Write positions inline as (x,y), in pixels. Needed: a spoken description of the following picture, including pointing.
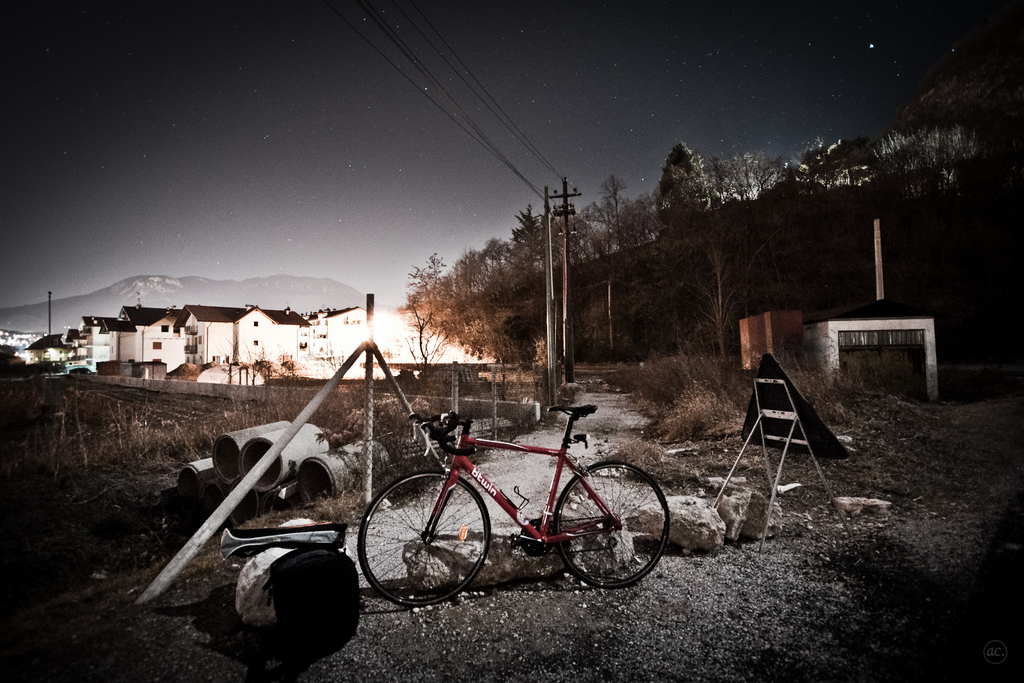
There is a bicycle (518,484), ladder (720,499), trees (574,306). At the left (251,325) there are buildings (268,319). There are poles (48,337) and wires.
